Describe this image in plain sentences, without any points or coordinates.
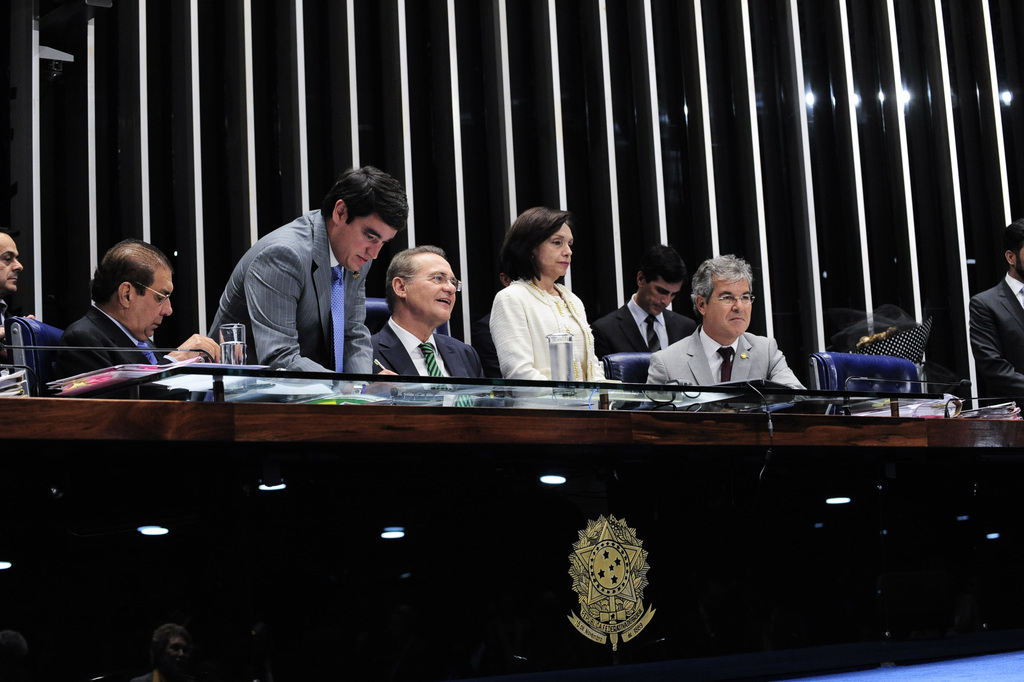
in this picture, I can see few people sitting in chairs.
